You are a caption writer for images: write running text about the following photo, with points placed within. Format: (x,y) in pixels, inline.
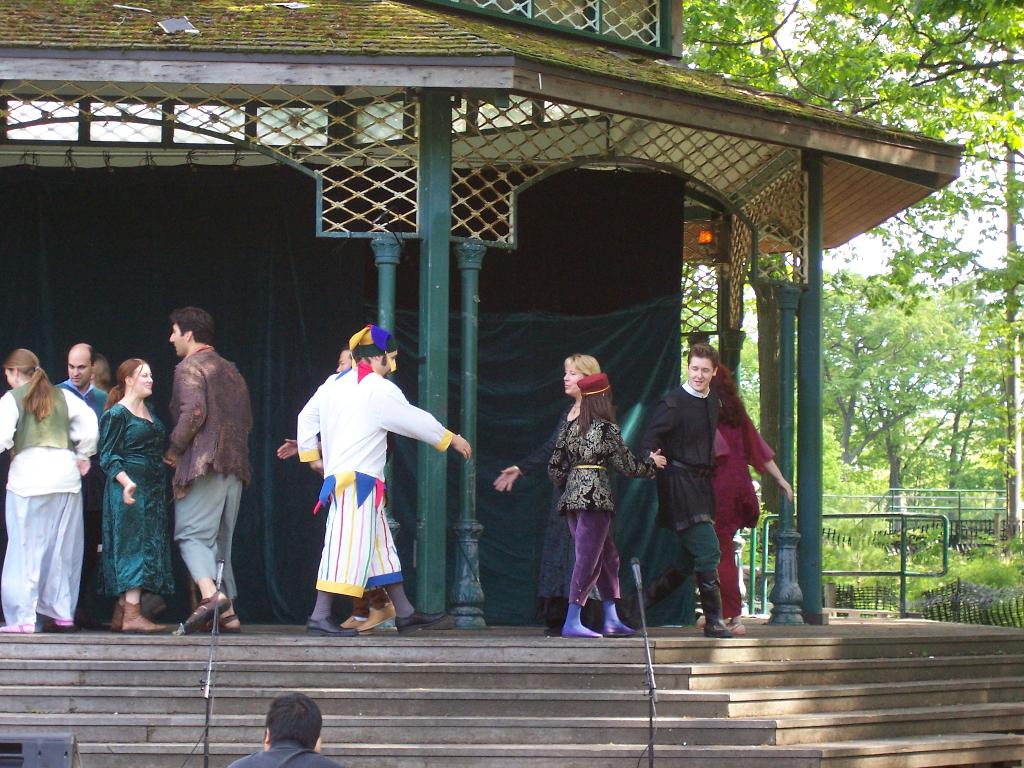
In this image in the center (645,423) there are some people (159,485) who are walking, and at the bottom (312,677) there are some stairs (685,715) and two mikes (207,714) and one person (273,719). On the right side (918,434) there are some trees (946,105), and in the center (433,318) there is a house (470,196) and a roof (868,130) and a cloth (479,337). At the bottom (502,689) there are some stairs (63,680).
